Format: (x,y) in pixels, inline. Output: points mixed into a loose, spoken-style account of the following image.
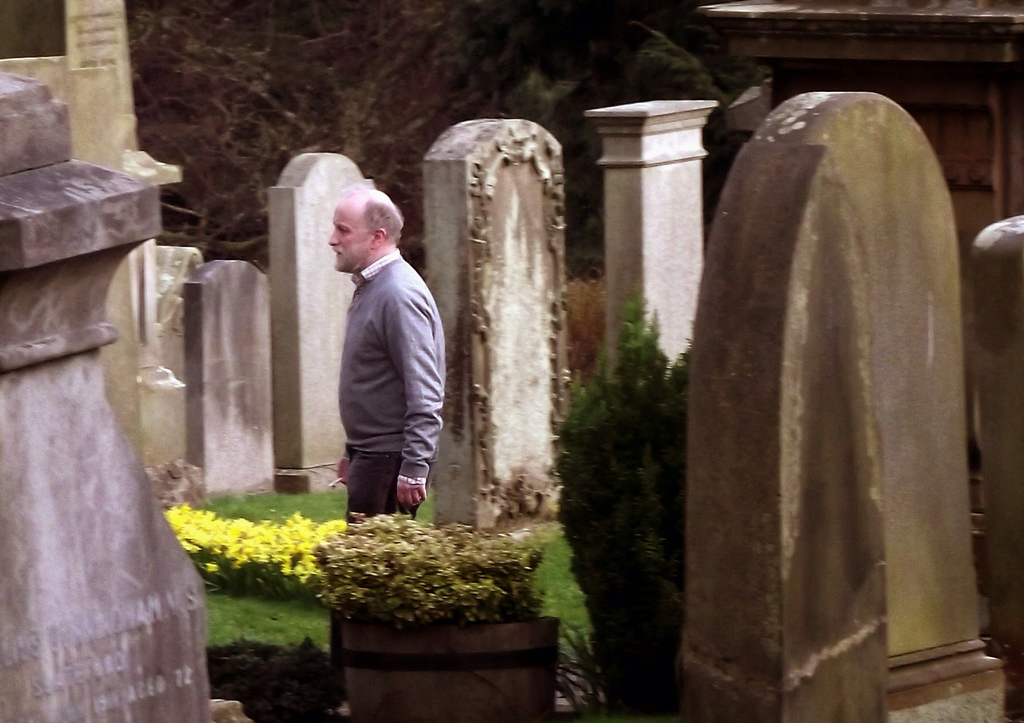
In the picture I can see a man (423,453) is standing on the ground (426,501). I can also see flowers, gravestones (485,369), trees (243,176) and some other objects (396,605) on the ground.
